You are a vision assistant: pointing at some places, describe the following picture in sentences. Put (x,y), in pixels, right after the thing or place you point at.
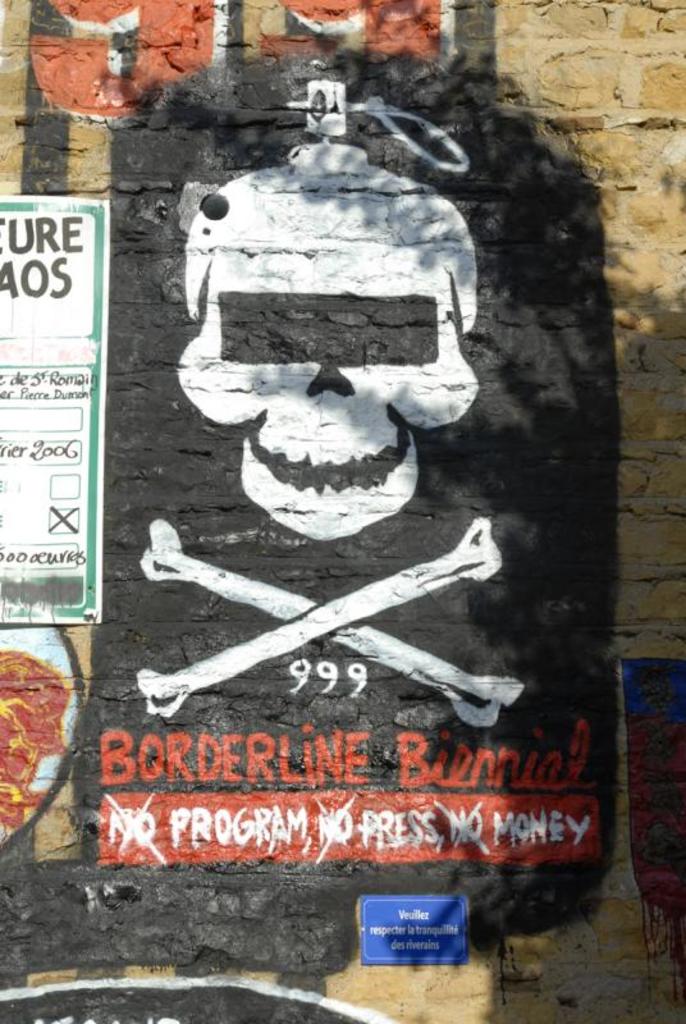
In this image, there are paintings (380,678), poster (46,510) and board (448,951) on the wall (471,837).
